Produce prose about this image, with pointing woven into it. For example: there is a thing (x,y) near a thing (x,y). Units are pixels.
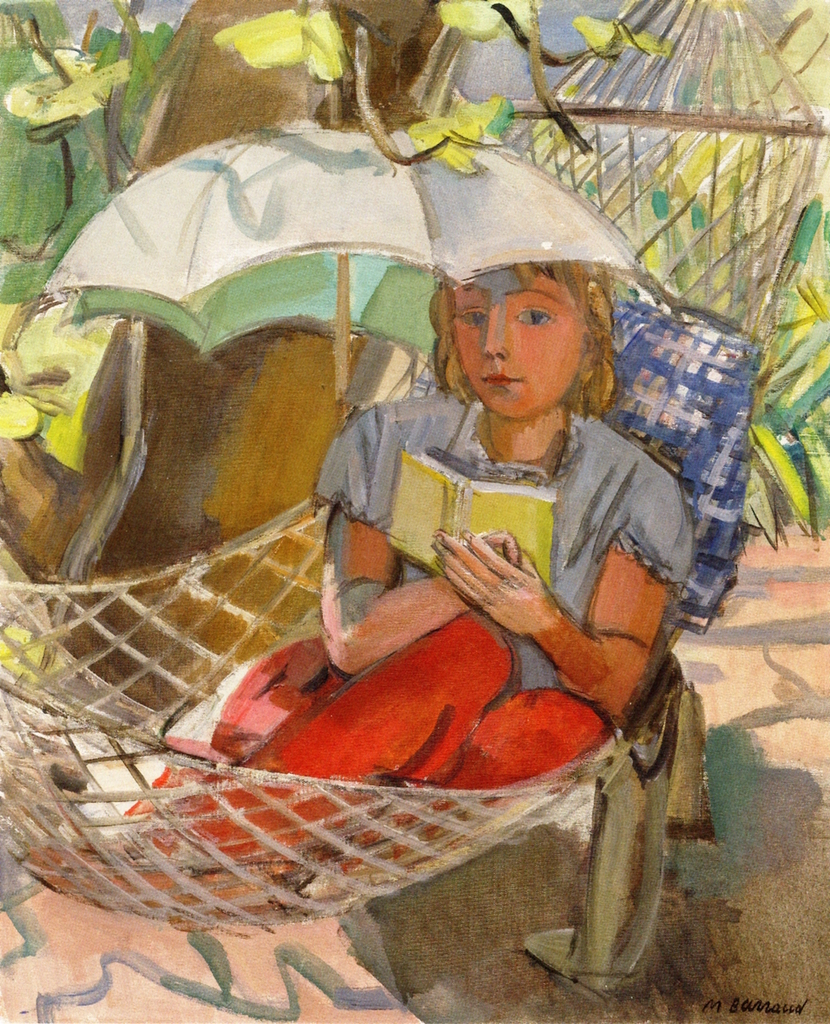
In this image we can see there is a poster (404,650) with a painting (349,374). And there is a person (492,542) sitting on the object (298,577). There is a pillow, umbrella (312,287), cloth (397,730), flowers (305,60) and tree (388,118).
